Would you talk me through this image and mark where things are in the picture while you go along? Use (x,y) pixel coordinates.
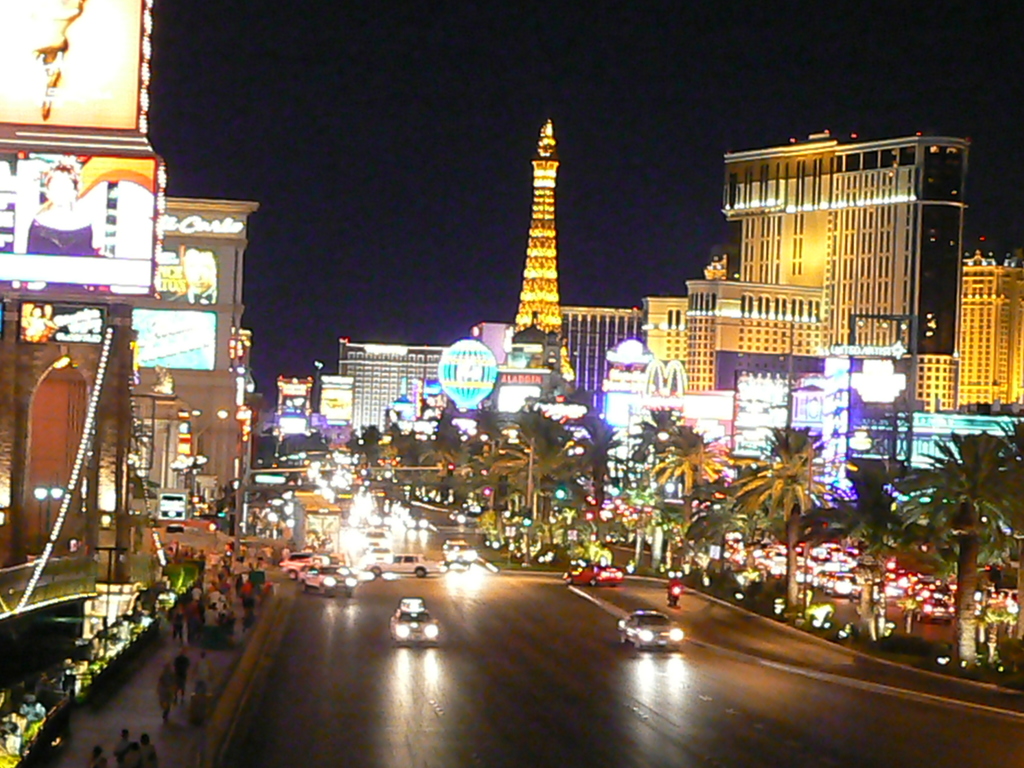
This is the picture of a city (407,506). In this image there are buildings (955,427) and trees (984,454) and poles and there are vehicles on the road (779,767) and there are group of people (208,581) walking on the footpath (115,701). There are boards (97,95) on the buildings (803,264). At the top (417,109) there is sky (379,69). At the bottom (764,716) there is a road (418,506).
